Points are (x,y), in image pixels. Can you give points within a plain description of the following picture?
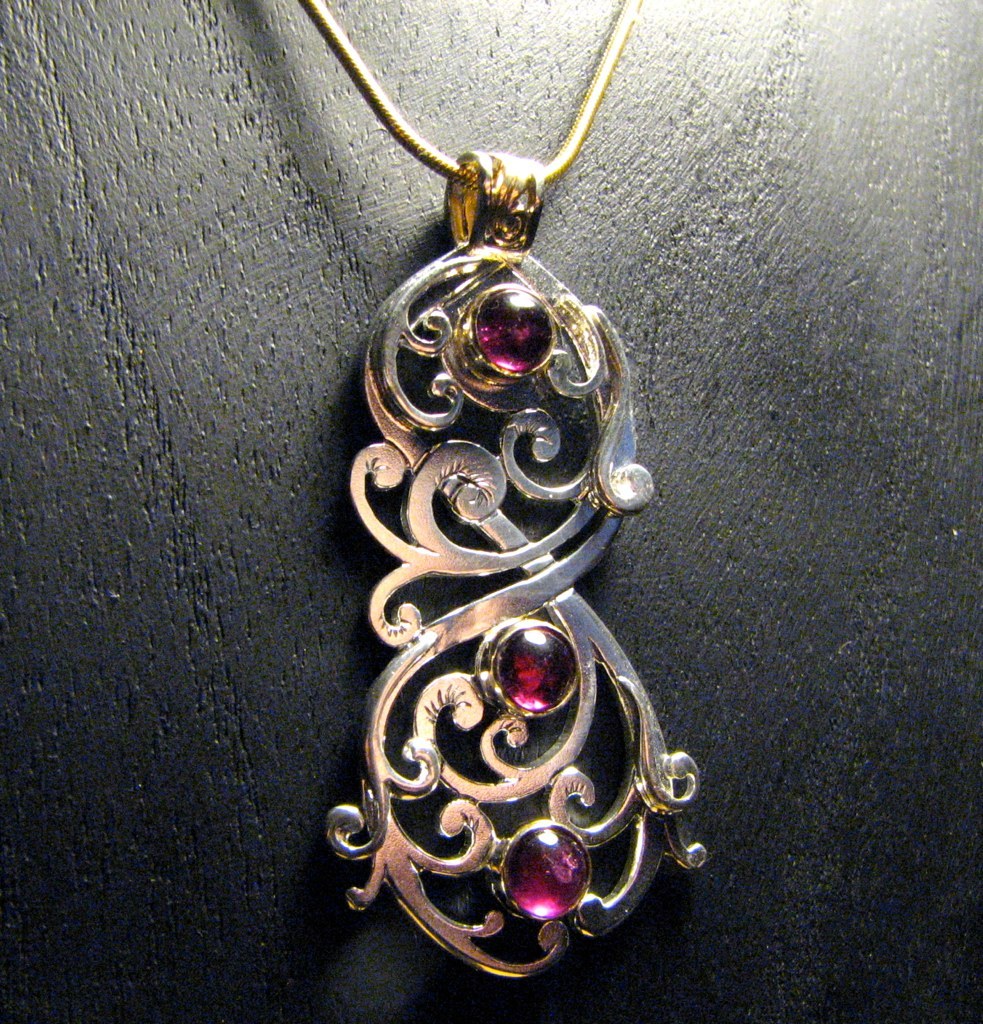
In this picture it looks like a jewelry ornament (594,616) in the middle (572,574), at the top (623,12) I can see the chain (453,176).
